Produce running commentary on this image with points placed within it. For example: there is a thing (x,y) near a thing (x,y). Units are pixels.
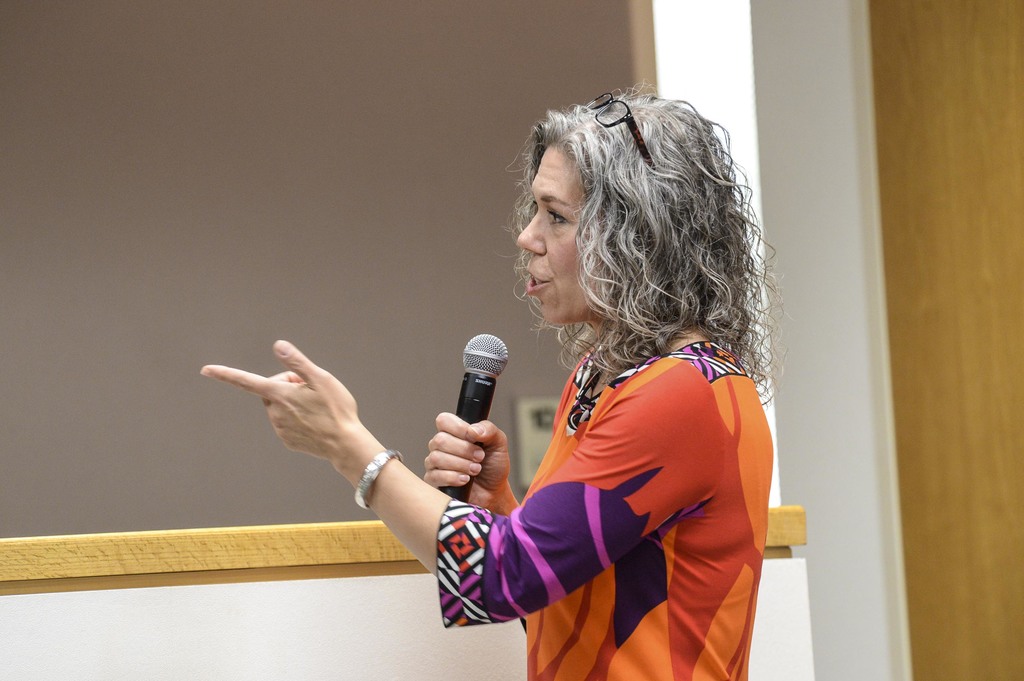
In this picture we can see a woman (722,262) who is talking on the mike (499,343). On the background (330,135) there is a wall (221,148).
